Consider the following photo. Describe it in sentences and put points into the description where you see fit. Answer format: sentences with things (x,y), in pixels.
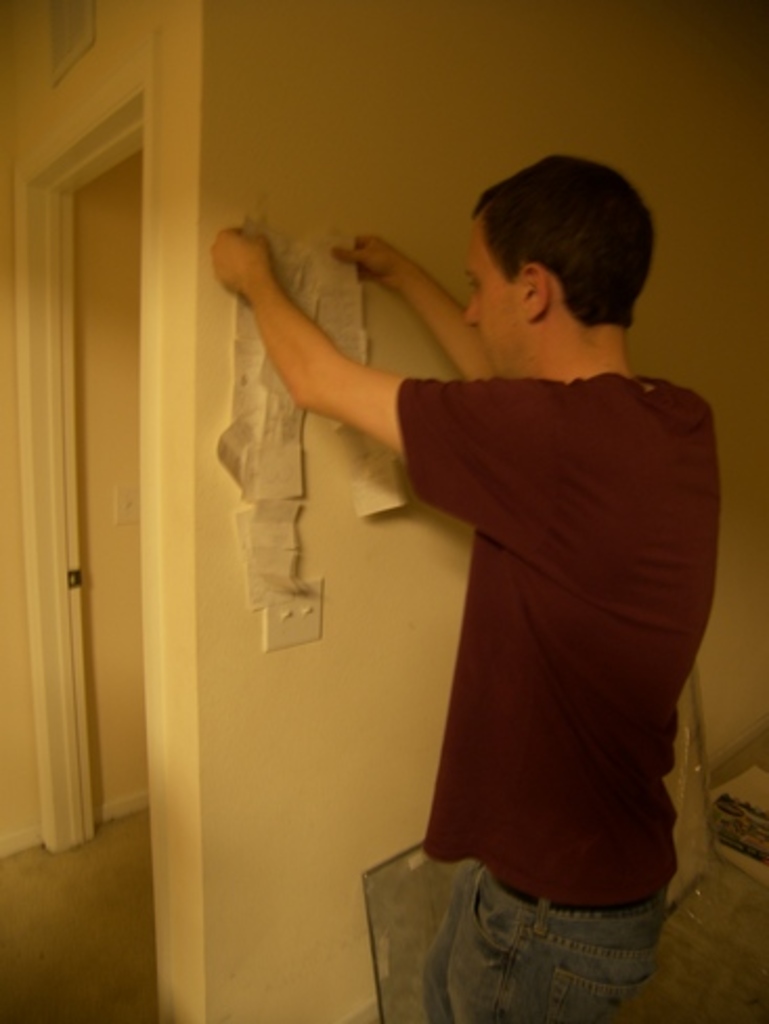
In this image I can see a person (624,583) wearing brown colored t shirt (567,579) and jeans (505,976) is standing and holding few objects (356,336) in his hands (340,254). In the background (436,66) I can see the cream colored wall (391,150).
